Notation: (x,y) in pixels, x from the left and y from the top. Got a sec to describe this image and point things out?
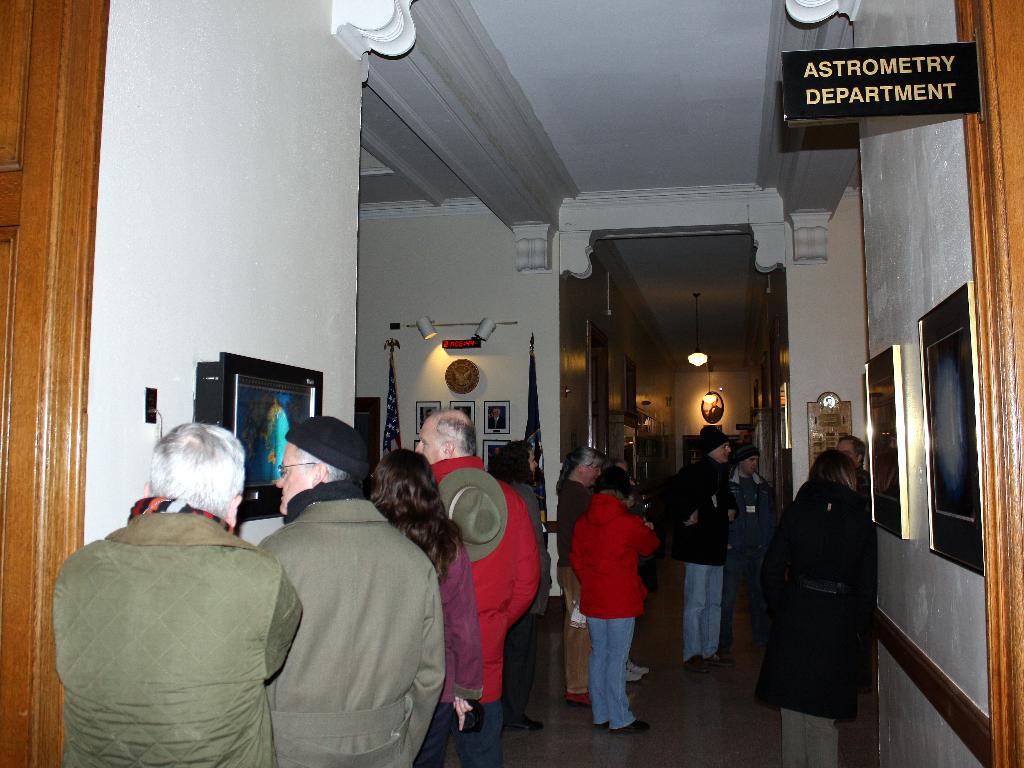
At the bottom of the image (477,767) few people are standing. Behind them there is wall (966,229), on the wall (339,378) there are some frames (966,449). At the top of the image (485,137) there is roof (798,156) and there are some lights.
